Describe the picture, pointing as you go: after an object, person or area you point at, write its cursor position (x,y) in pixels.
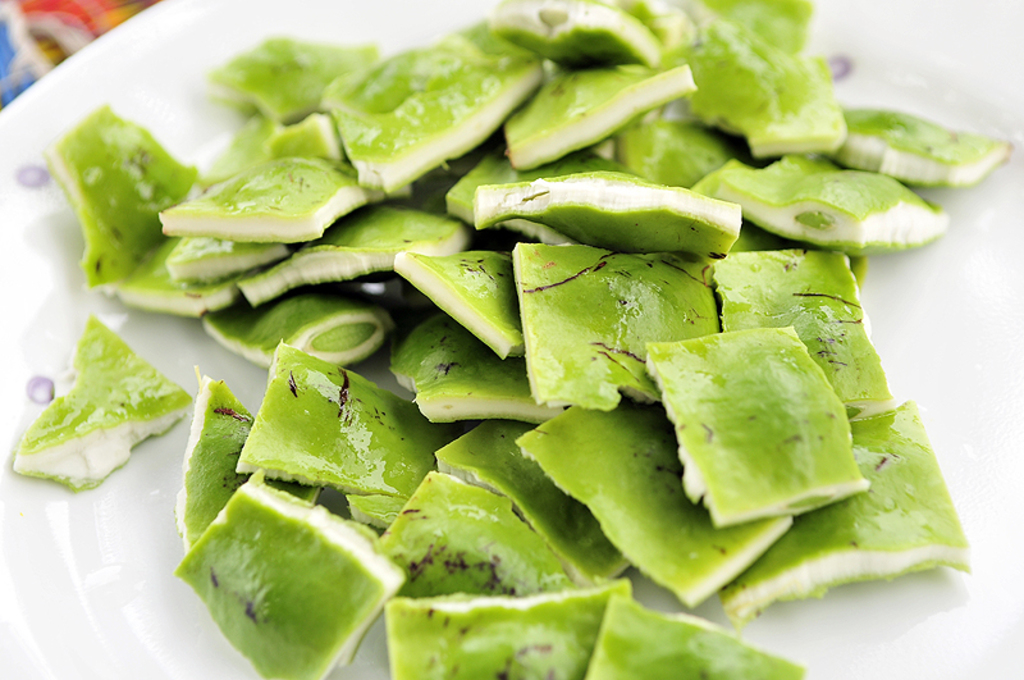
In this image, we can see cut vegetables (288,205) on a plate (818,670).
